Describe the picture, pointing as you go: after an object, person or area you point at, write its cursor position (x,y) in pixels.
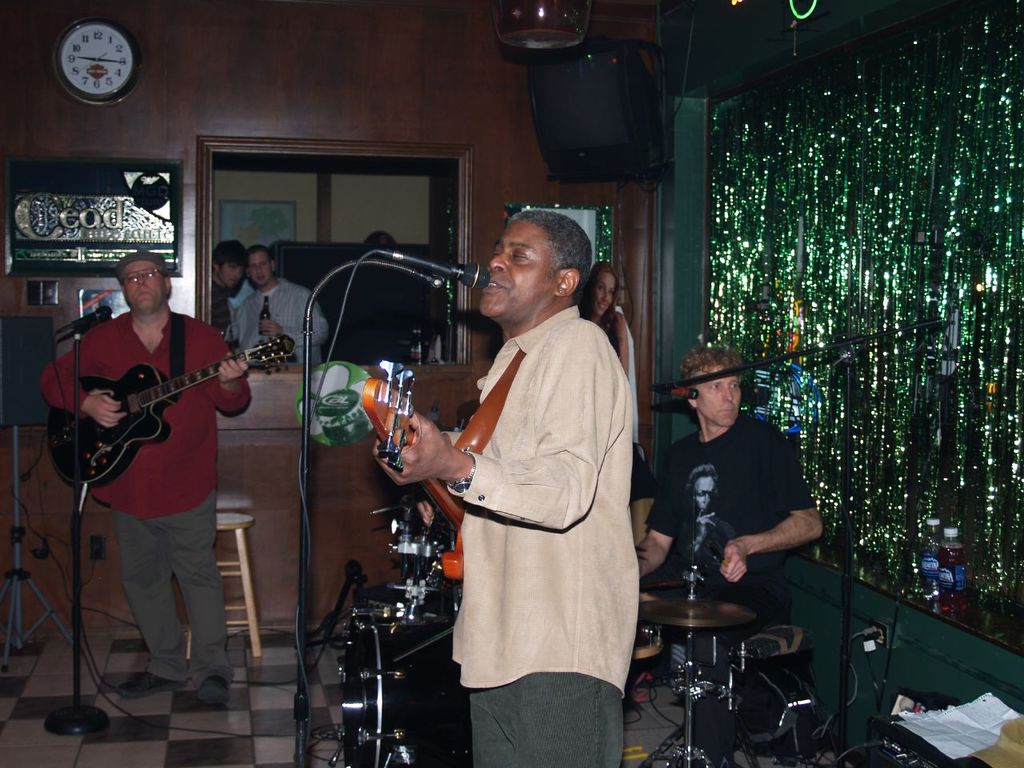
As we can see in the image there is a wall (163,81), clock (98,71), few people (240,244) standing and sitting here and there and the man (134,276) on the left (109,434) and in the middle (488,465) is holding guitar (152,391) and the man (714,490) on right side (789,445) is playing musical drums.
